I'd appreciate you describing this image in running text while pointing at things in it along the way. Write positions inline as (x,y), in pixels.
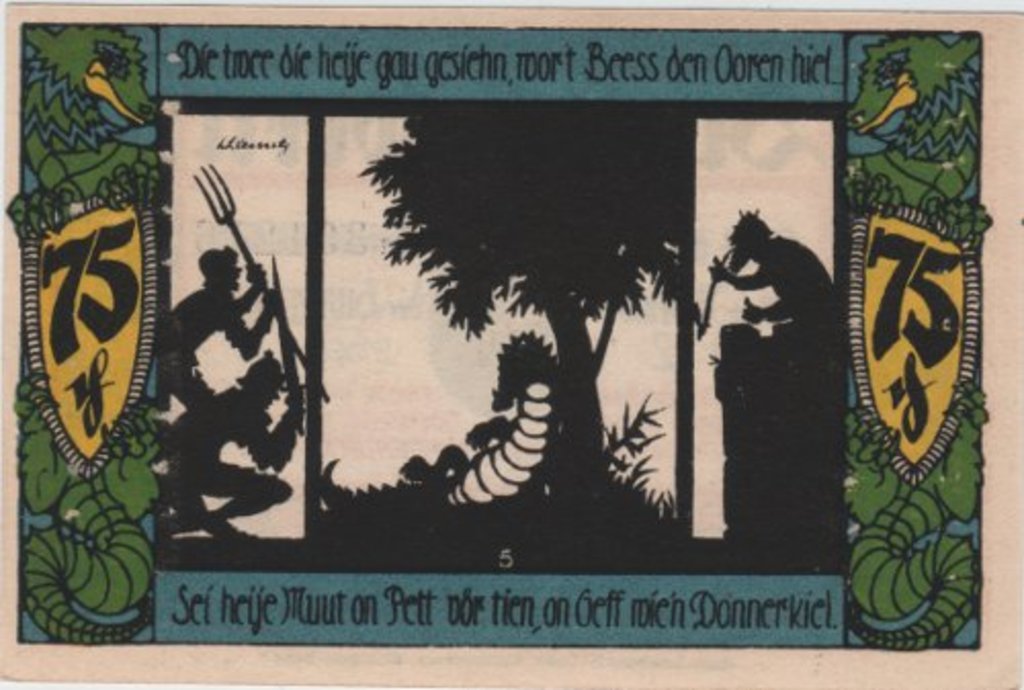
This is a poster (645,286). On this poster (478,374) we can see three persons (734,272) are holding weapons (294,395). There is a tree (551,190) and text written on it.
